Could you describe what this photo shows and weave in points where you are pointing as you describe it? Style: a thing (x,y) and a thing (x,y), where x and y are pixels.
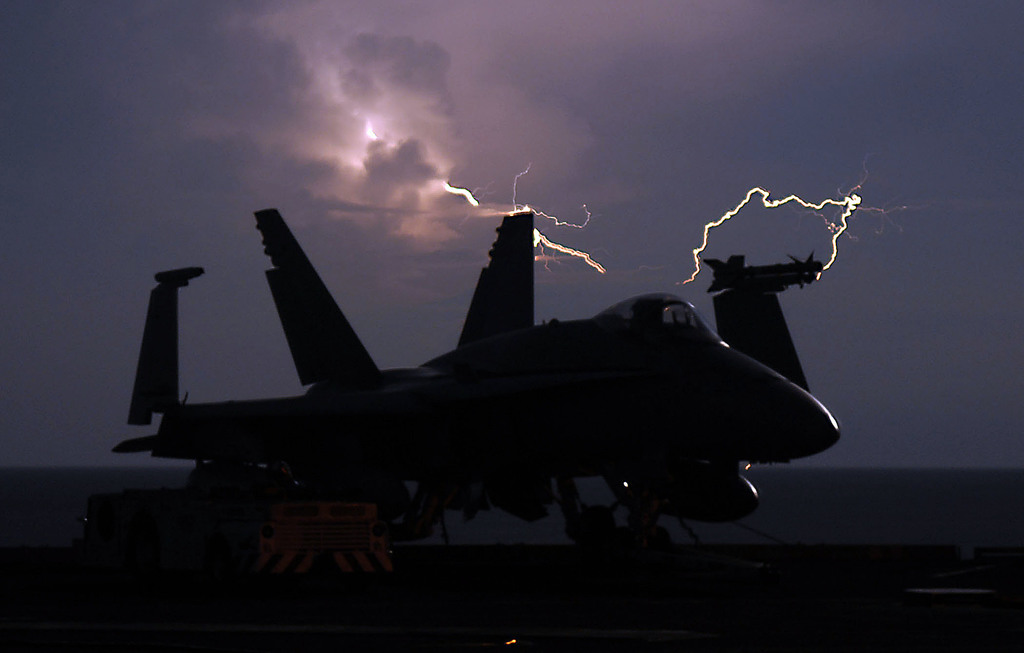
This is an image clicked in the dark. Here I can see a plane (339,434) on the deck (511,631). In the background (544,212), I can see the thunders (582,254) in the sky (716,110).
